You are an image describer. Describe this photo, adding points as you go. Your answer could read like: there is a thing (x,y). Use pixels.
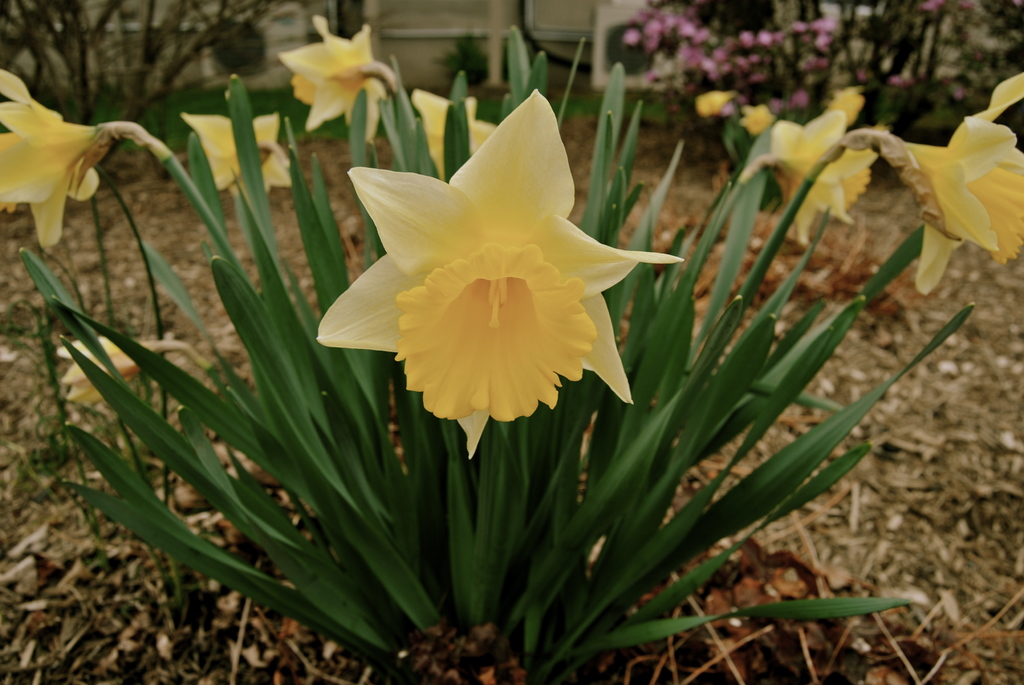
In this image we can see some plants (577,316) with flowers (551,342).
